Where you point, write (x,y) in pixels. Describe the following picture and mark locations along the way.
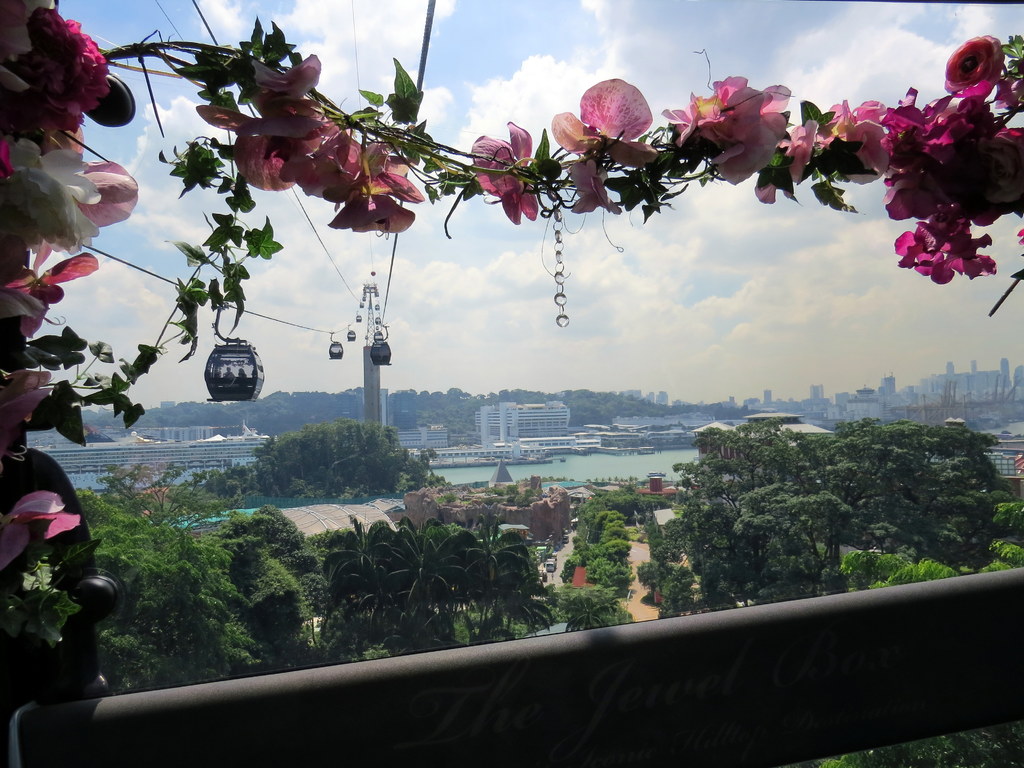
At the bottom of the picture (555,741), we see an iron rod (508,739). On the left side (79,78), we see a creeper plant (68,131) which has the flowers (78,95) and these flowers (75,194) are in white and pink color. We see the trees (389,536) and buildings (533,438). In the middle (651,455), we see a water body (588,463). There are trees (455,393), buildings (766,411) and a tower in the background (426,441). At the top (492,72), we see the sky (507,61) and the clouds (427,87). On the left side (249,399), we see the ropeway elevators (260,371).
